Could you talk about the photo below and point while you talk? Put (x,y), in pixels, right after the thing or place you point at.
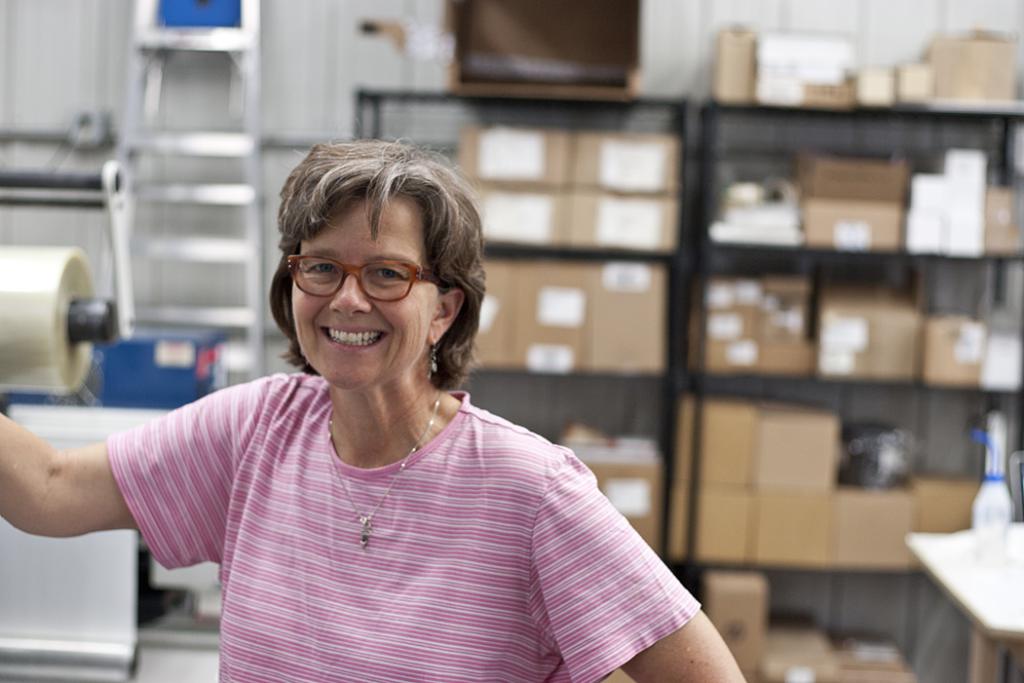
Here we can see a woman (313,673). She is smiling and she has spectacles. In the background (592,226) we can see racks (690,366), boxes (963,498), table (1006,610), bottle (1005,525), ladder (215,38), and wall (177,101).
